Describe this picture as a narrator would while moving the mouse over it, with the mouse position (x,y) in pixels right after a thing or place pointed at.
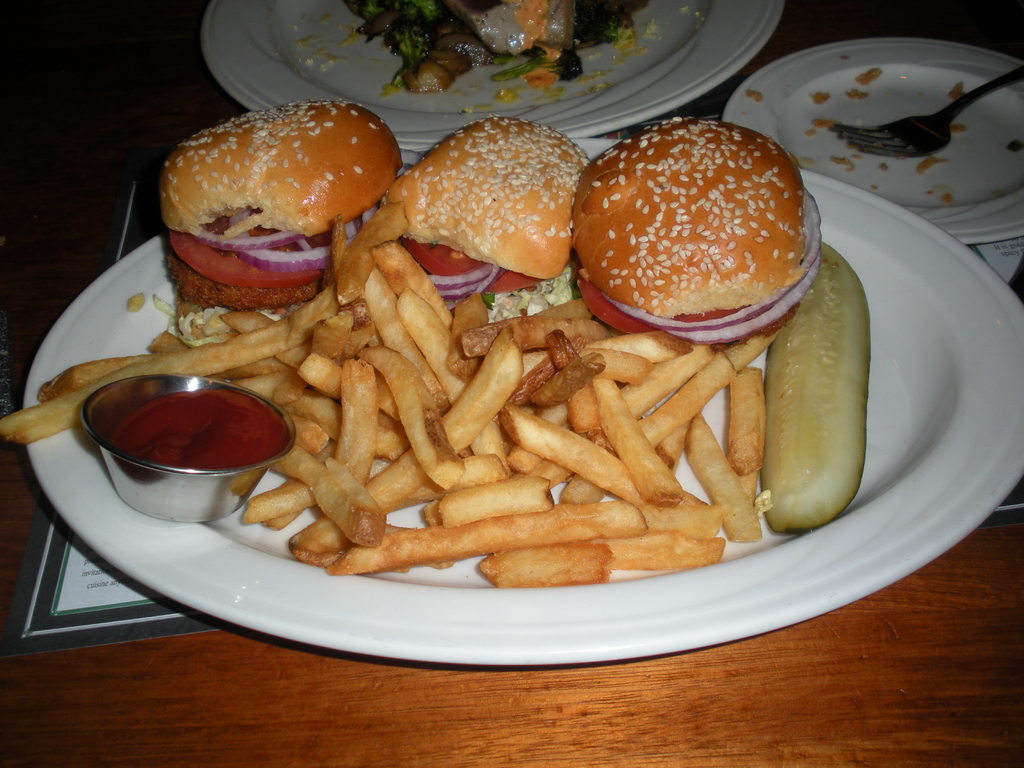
In this image there are french fries (446,385) and three burgers (483,237) and cucumber (829,419) is kept on a white color plate (390,584), and there is a steel bowl (196,481) at left side of this image (233,456). There are two other white color plates (640,77) are at top of this image (703,58), In one plate (473,76) there is some food (522,40), and there is a fork (931,134) at top right corner of this image (906,127), all these plates (617,118) are kept on one object (153,666).
